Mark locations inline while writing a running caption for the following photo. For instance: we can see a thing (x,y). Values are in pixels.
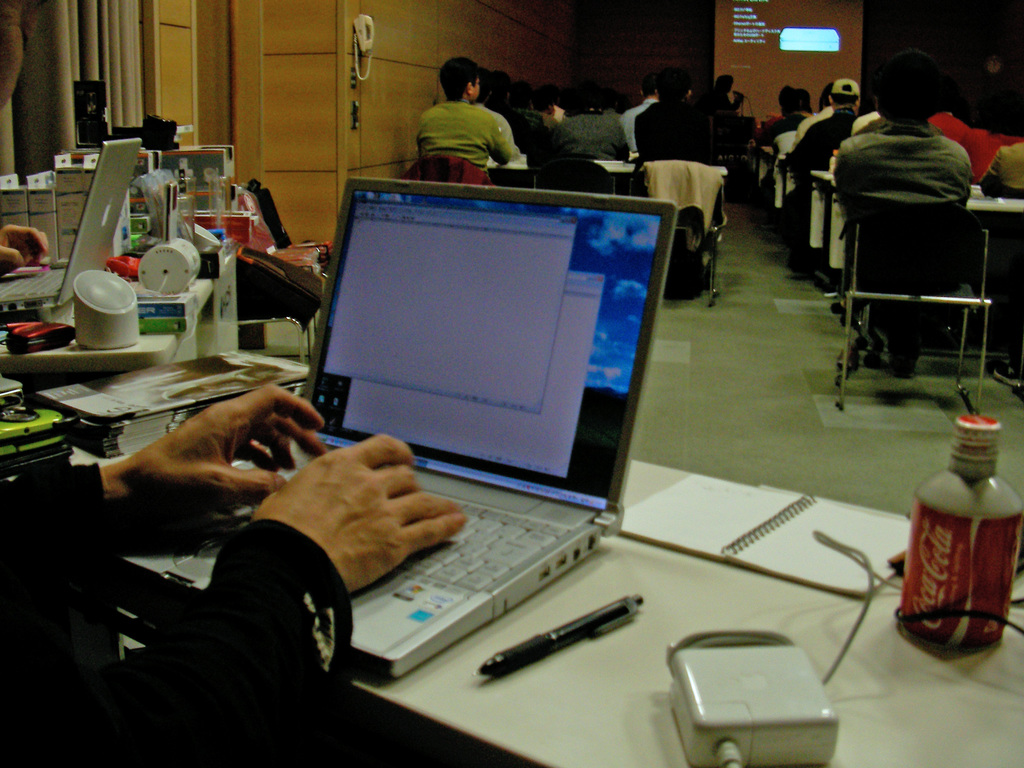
In a room (957,27), there is some presentation (765,107) being given by the person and in front of person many people (498,141) were sitting and behind them there are many objects (253,189) kept on the left side (201,277) and behind the objects (153,328) two people (197,413) were working with the laptops (253,458) and there are many things (49,397) kept around the laptops (113,162).
